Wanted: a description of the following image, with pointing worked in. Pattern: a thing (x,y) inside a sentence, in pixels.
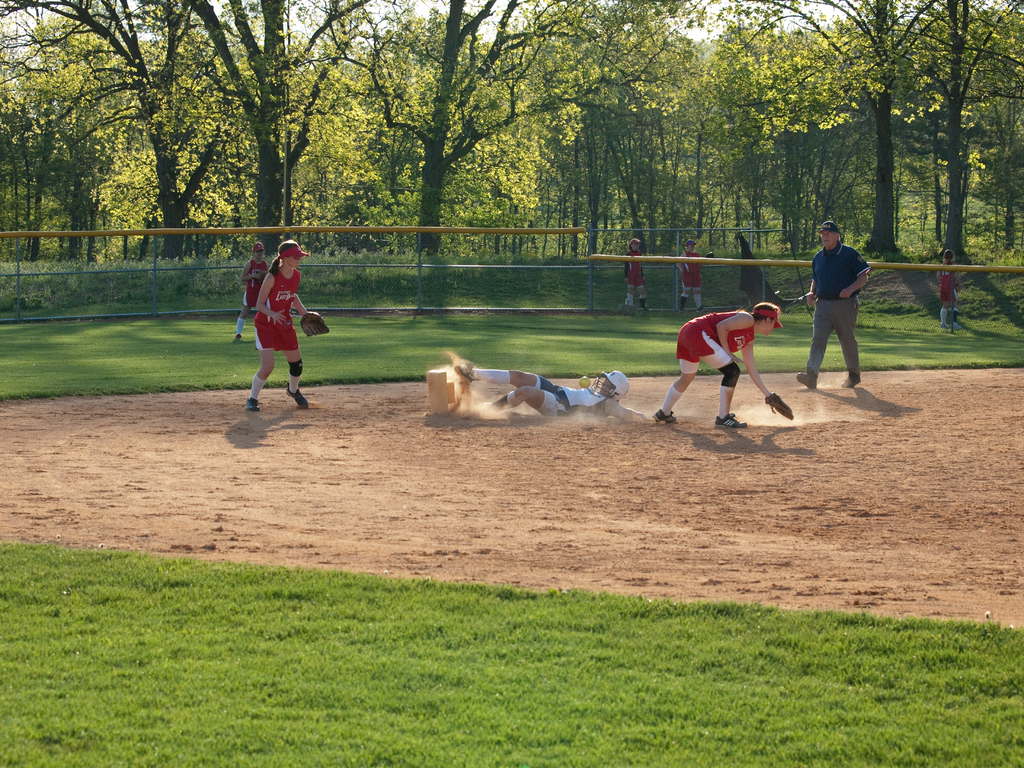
In the center of the image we can see persons (684,338) on the ground (601,485). In the background (629,300) we can see fencing (647,239), persons (643,298), trees (916,165) and sky (1017,6). At the bottom (826,659) there is a grass (447,691).
